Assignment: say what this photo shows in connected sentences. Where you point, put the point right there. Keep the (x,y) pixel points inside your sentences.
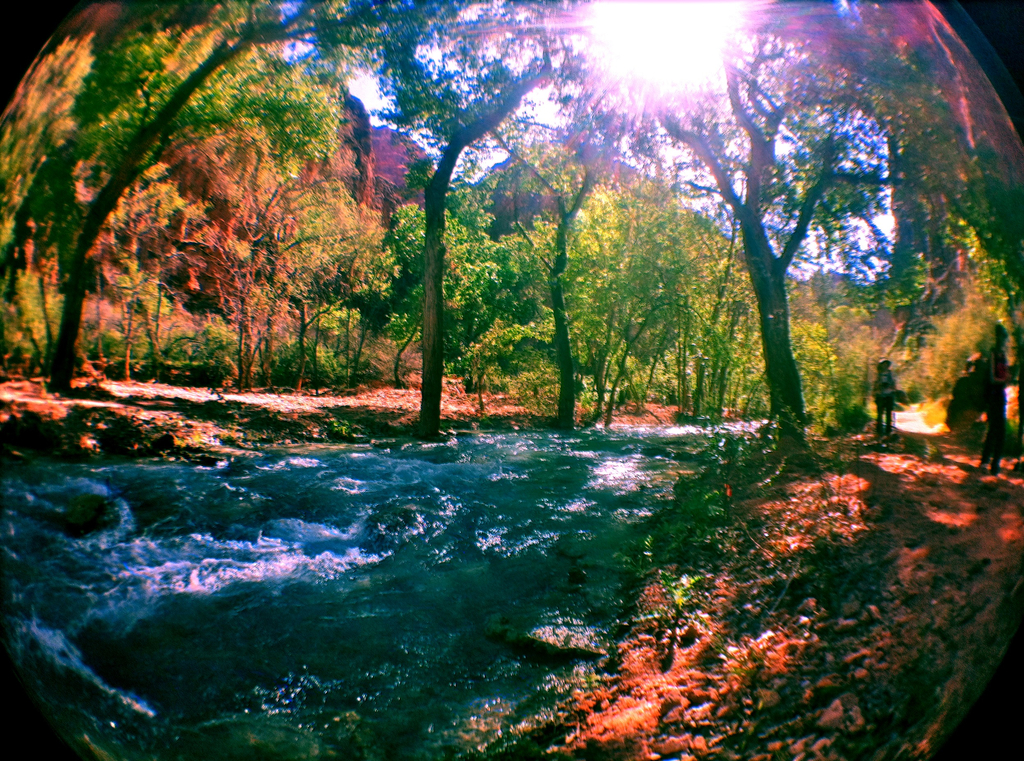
In the middle (451,498) water (382,538) is flowing, on the right side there are 2 persons (878,403) and in the middle (430,409) there are very big trees (414,246) in this image.
